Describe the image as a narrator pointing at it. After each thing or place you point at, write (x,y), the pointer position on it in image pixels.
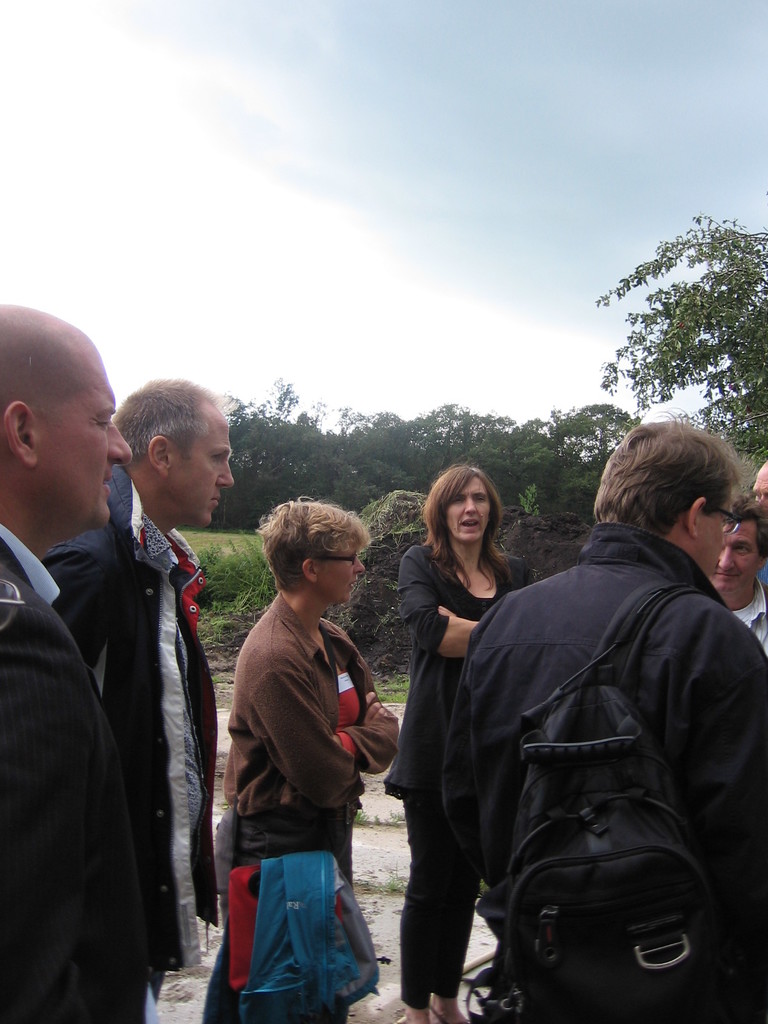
In this picture there is a woman (349,679) who is wearing spectacle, jacket (283,705), t-shirt (340,719) and jeans (229,1011). Beside her there is another woman (472,568) who is wearing black dress (425,722). On the left (161,424) there are two men (170,451) who are standing near to them. On the right (633,614) I can see the group of persons (654,487). In the background (380,420) I can see many trees (253,433), plants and grass (255,603). At the top (603,125) I can see the sky (606,80) and clouds (297,181).
